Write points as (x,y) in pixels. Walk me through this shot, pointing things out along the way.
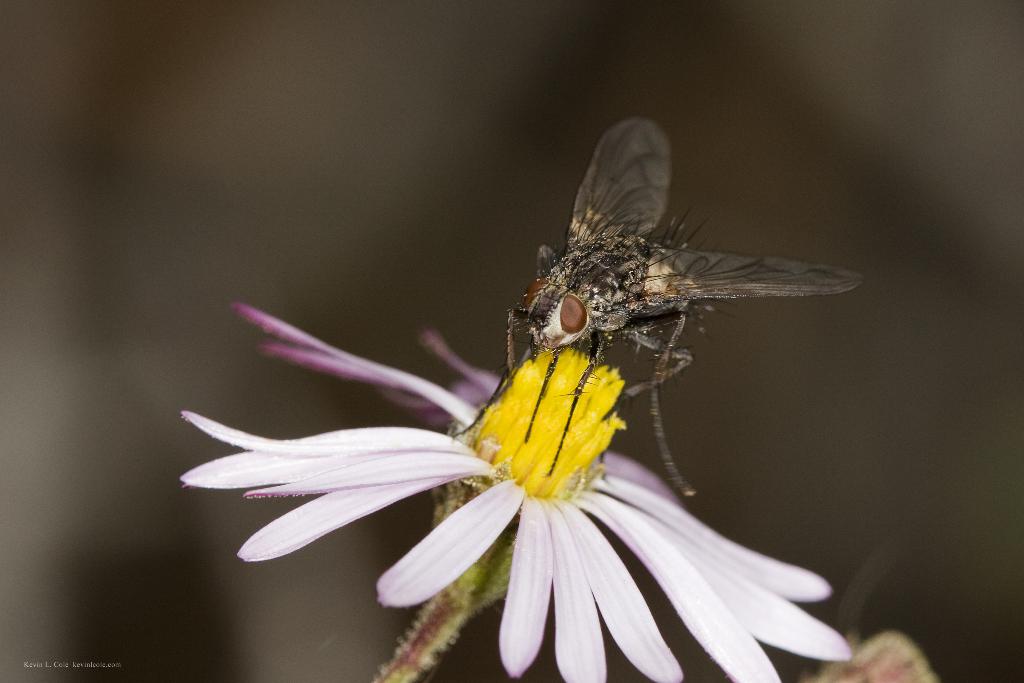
In the center of the image (585,284) we can see a housefly (606,272) is present on a flower (523,473). In the bottom left corner (119,661) we can see the text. In the background (466,305), the image is blur.
